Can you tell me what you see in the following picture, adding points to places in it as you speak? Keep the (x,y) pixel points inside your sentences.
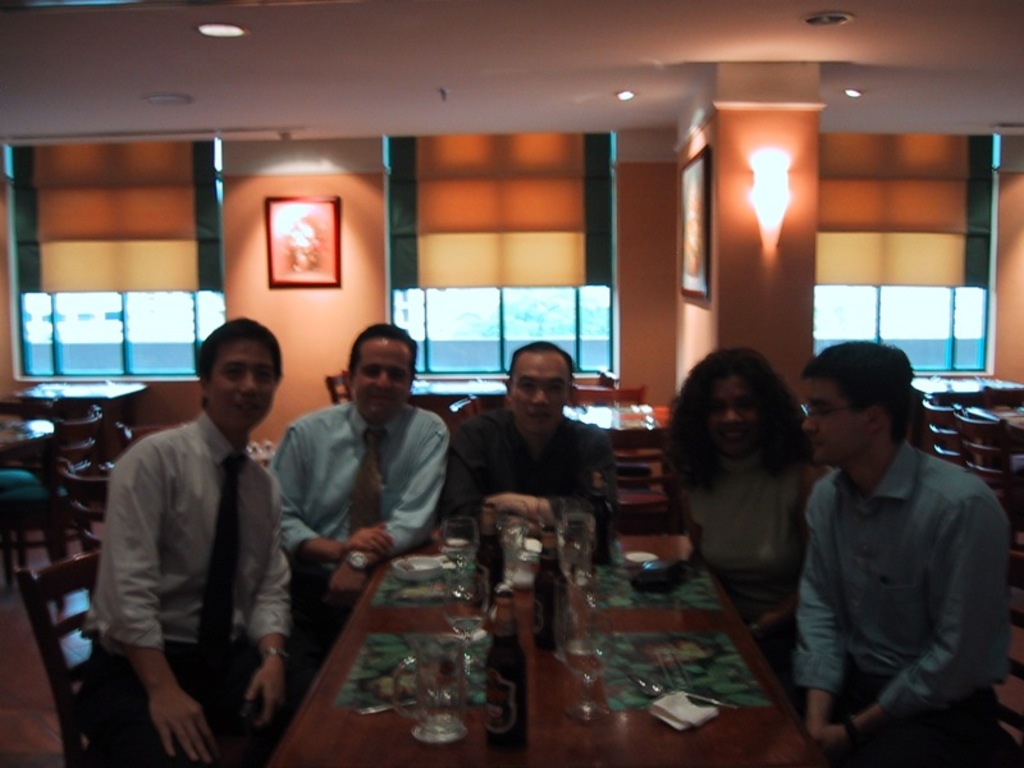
On the background (606,242) we can see windows (570,234), wall (367,289) and a photo frame (310,246) over it. these are lights (207,34). Here we can see five persons (394,487) sitting on chairs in front of a table (405,614) and on the table (571,680) we can see table mat (676,681), bottle (543,624), glasses (566,625), spoon (710,699) and a tissue paper (669,706). this is a floor (12,617). Here there are few empty chairs (91,417) and tables (2,425).
